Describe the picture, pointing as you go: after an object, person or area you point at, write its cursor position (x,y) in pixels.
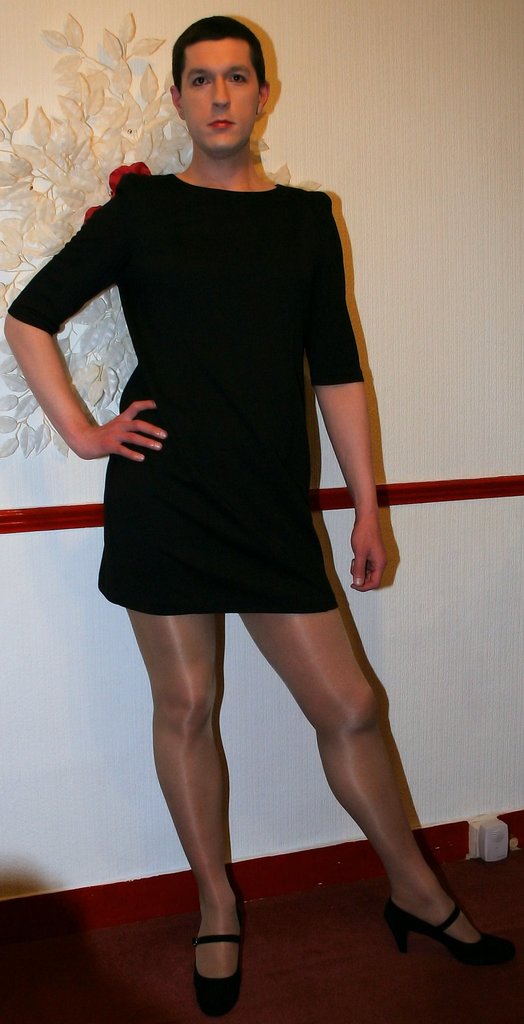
This image consists of a person (224,577) wearing a black dress (262,605) and black shoe (206,993). At the bottom (272,966), there is a floor (297,914). In the background (447,399), there is a wall (41,659). And we can see an artificial plant (51,247) on the wall (9,618).
